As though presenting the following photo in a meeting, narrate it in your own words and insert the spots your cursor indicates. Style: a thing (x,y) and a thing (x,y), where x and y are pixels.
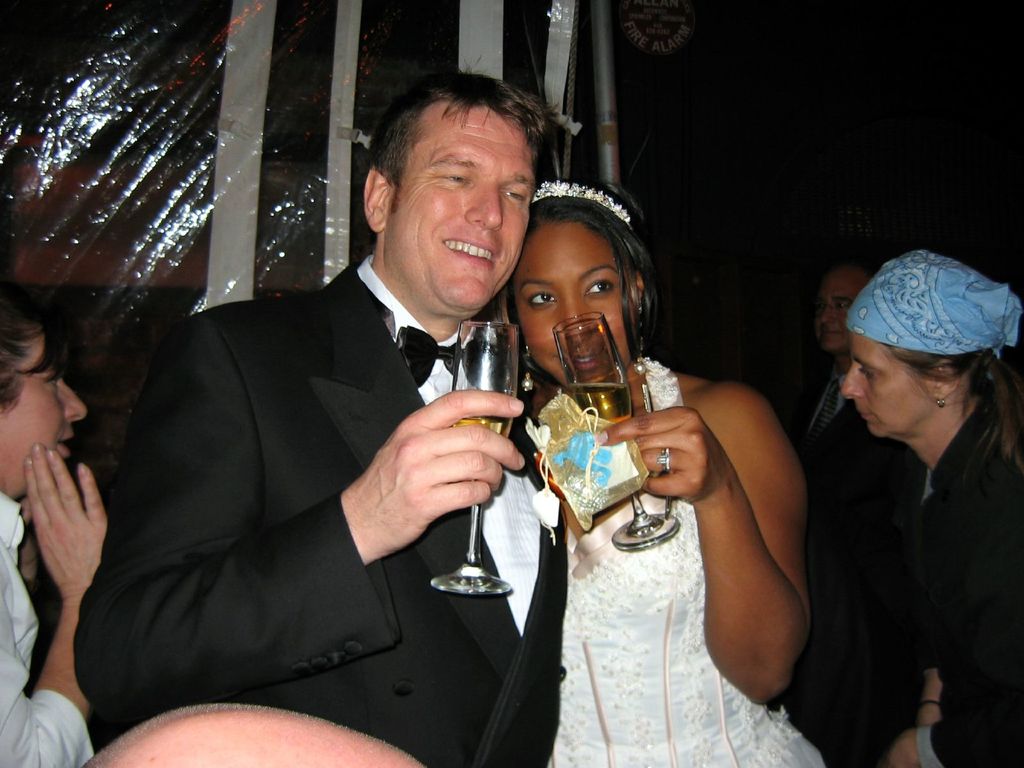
In this picture we can see men (381,385) and woman (546,242) holding glass (616,383) in their hands (460,454) and smiling and beside to them some persons (2,535) and in background (267,91) we can see sheet (329,75).
